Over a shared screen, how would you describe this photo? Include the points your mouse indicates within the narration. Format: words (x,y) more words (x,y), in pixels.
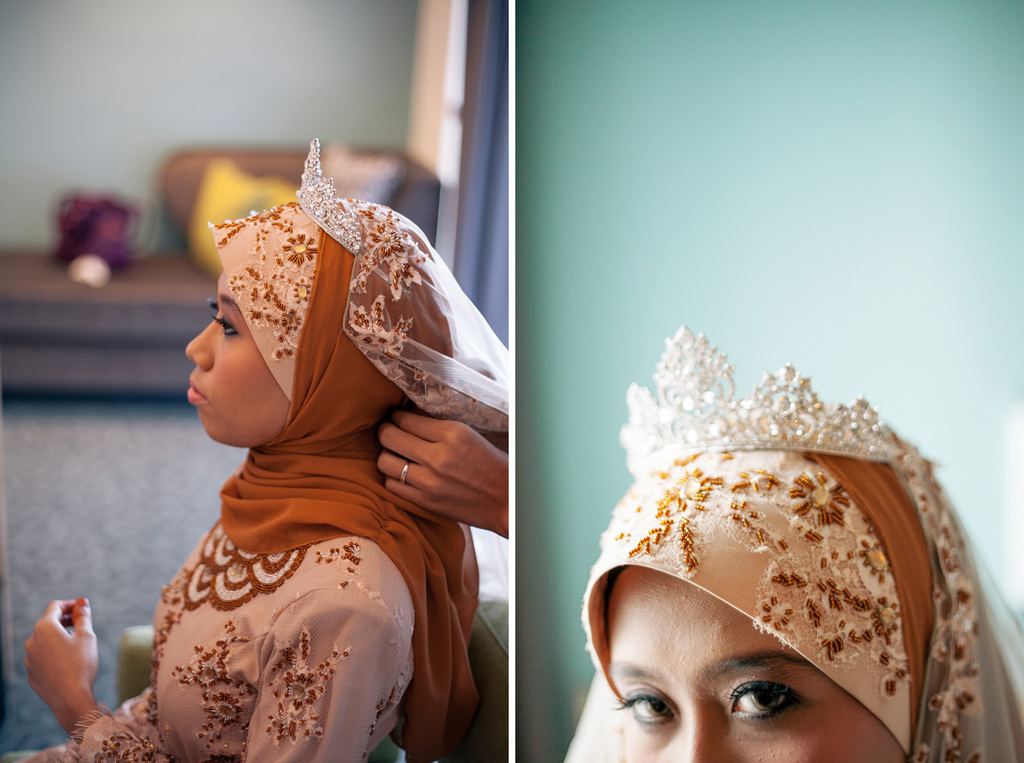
This is an edited image. On the right side (687,625), we see the face (705,630) of the woman (782,636). She is wearing a headscarf (782,535) and a crown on her head (782,535). In the background (850,315), it is green in color. On the left side (329,473), we see the woman (399,528) is sitting on the chair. She is wearing the headscarf (348,365) and the crown (356,244) on her head (355,268). Behind her, we see a sofa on which some objects (88,253) are placed. In the background (173,86), we see a wall (116,136). This picture is blurred in the background (148,183).
